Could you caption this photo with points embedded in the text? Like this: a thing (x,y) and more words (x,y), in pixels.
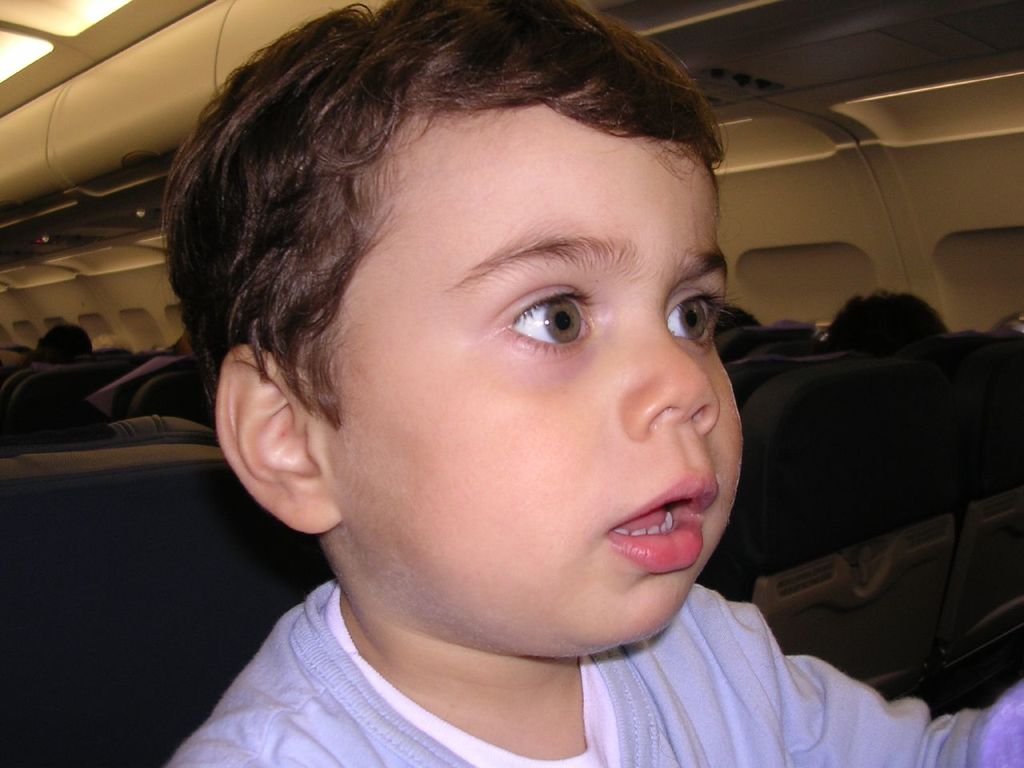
In this picture we can see a child (404,516) inside a vehicle (18,105) and in the background (978,336) we can see seats (75,465).
